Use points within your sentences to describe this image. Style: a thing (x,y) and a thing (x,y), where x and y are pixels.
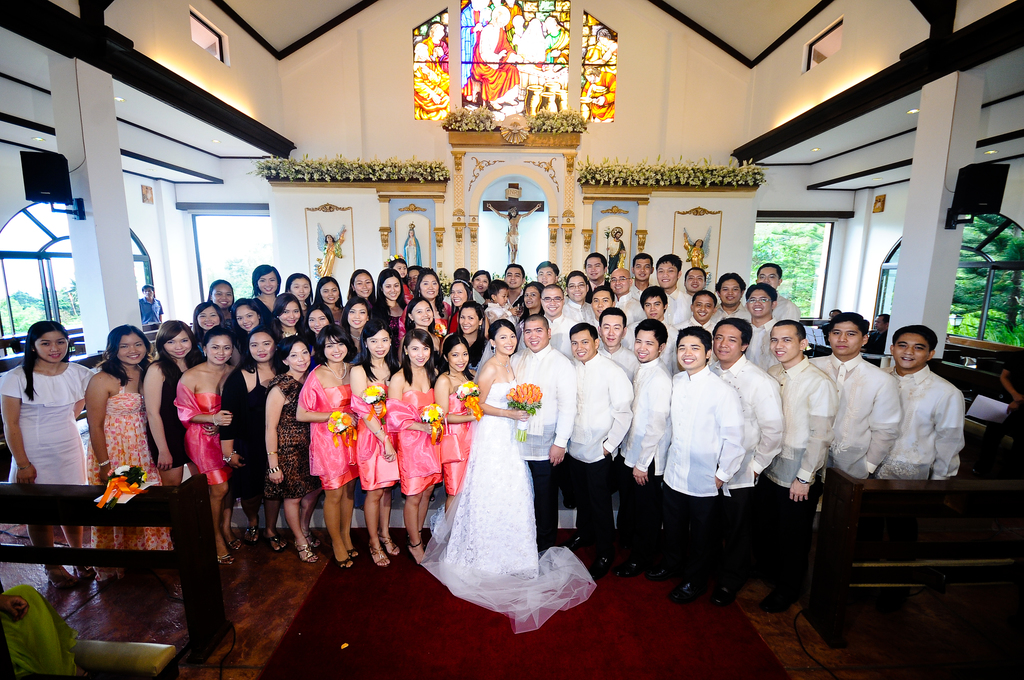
In this image we can see people (47,368) standing. At the bottom of the image (227,644) there is wooden floor (825,656). In the background of the image (575,248) there is wall (533,248). There are statues (321,244). At the top of the image (727,15) there is ceiling (724,32). There are pillars (73,99). To the right side of the image (987,279) there is a glass window (982,302) through which we can see trees (995,320).
